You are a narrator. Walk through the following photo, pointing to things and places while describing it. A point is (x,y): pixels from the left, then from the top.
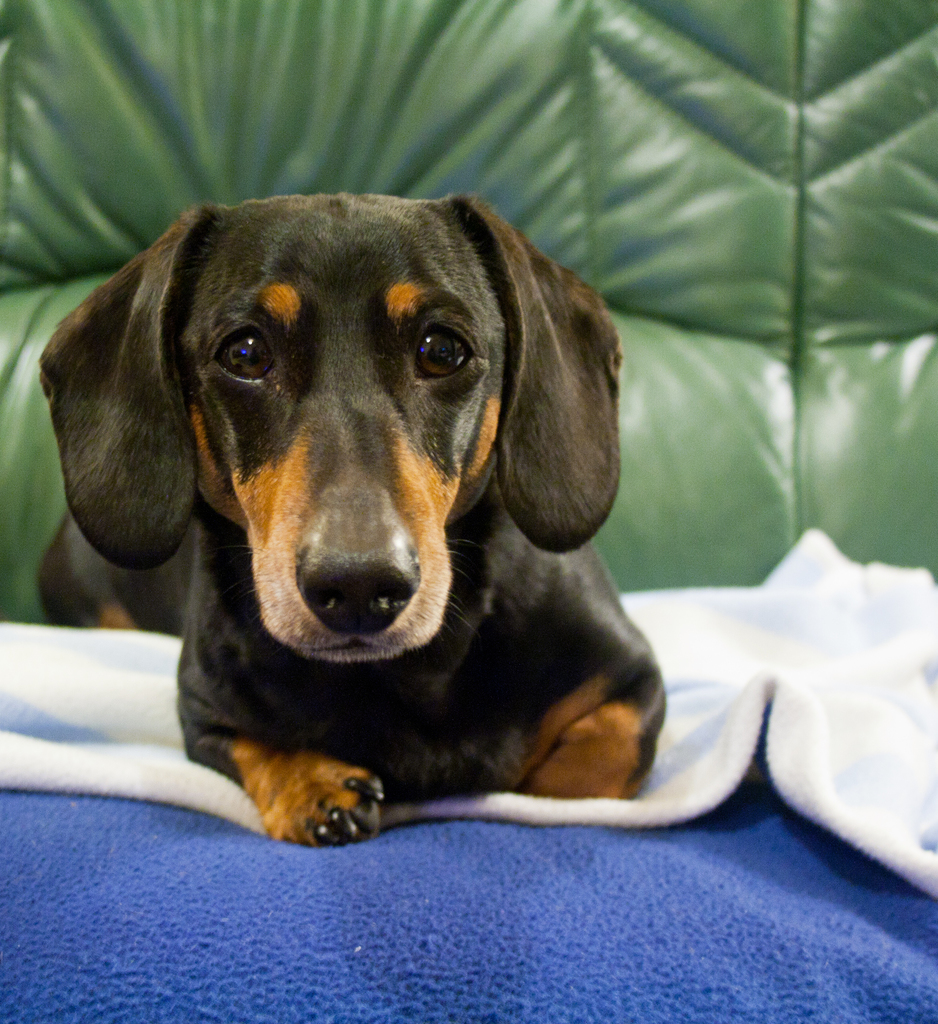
In this picture, we see the black dog (367,534) is on the sofa (723,250) or a bed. At the bottom (623,924), we see the blankets (654,798) in white and blue color. In the background (633,212), we see a sofa (706,331) in green color.
